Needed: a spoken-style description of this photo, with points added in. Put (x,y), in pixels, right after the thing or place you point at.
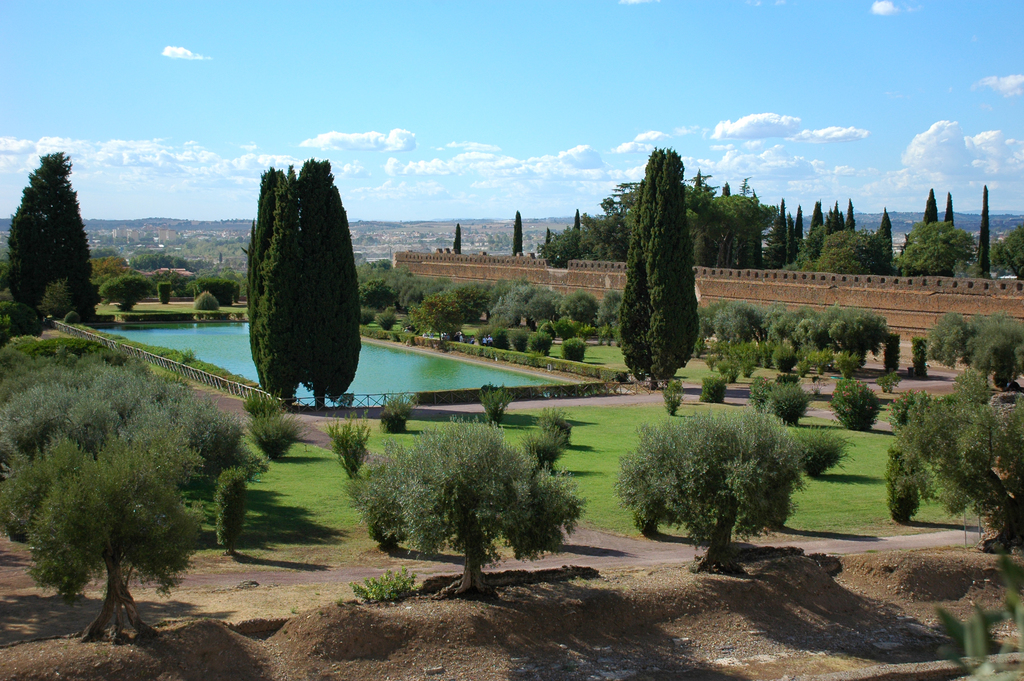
This image consists of many trees (441,446) and plants (267,420). In the middle (383,370), there is water (399,360). On the right (898,297), we can see a wall (445,273). At the top (517,163), there are clouds (730,137) in the sky (939,104).
